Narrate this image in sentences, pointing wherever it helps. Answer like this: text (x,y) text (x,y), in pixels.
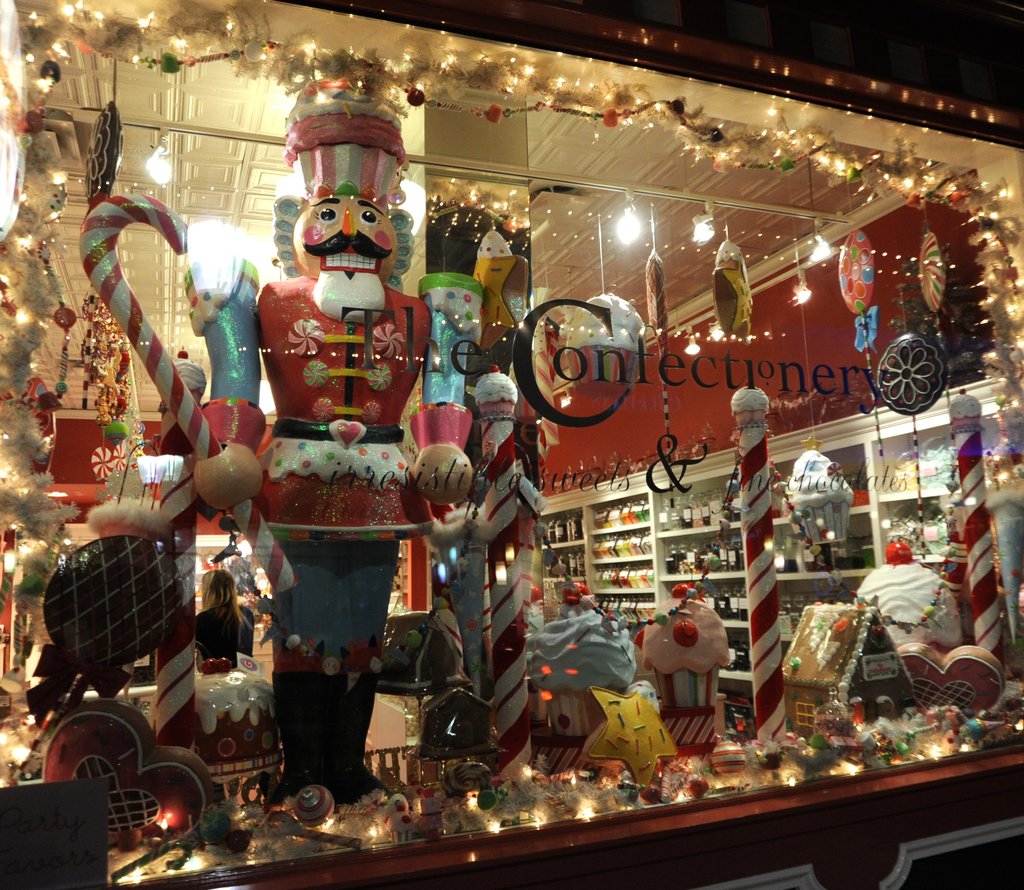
In this picture we can see a transparent material (359,344). Behind the transparent material (272,409) there are toys (203,419), a person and decorative items (689,657). In the shelves (651,525) there are bottles (689,557) and some objects (601,515). At the top (817,246) there are lights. At the bottom left corner of the image (47,863) there is a board (15,868). On the transparent material (605,481) it is written something.
